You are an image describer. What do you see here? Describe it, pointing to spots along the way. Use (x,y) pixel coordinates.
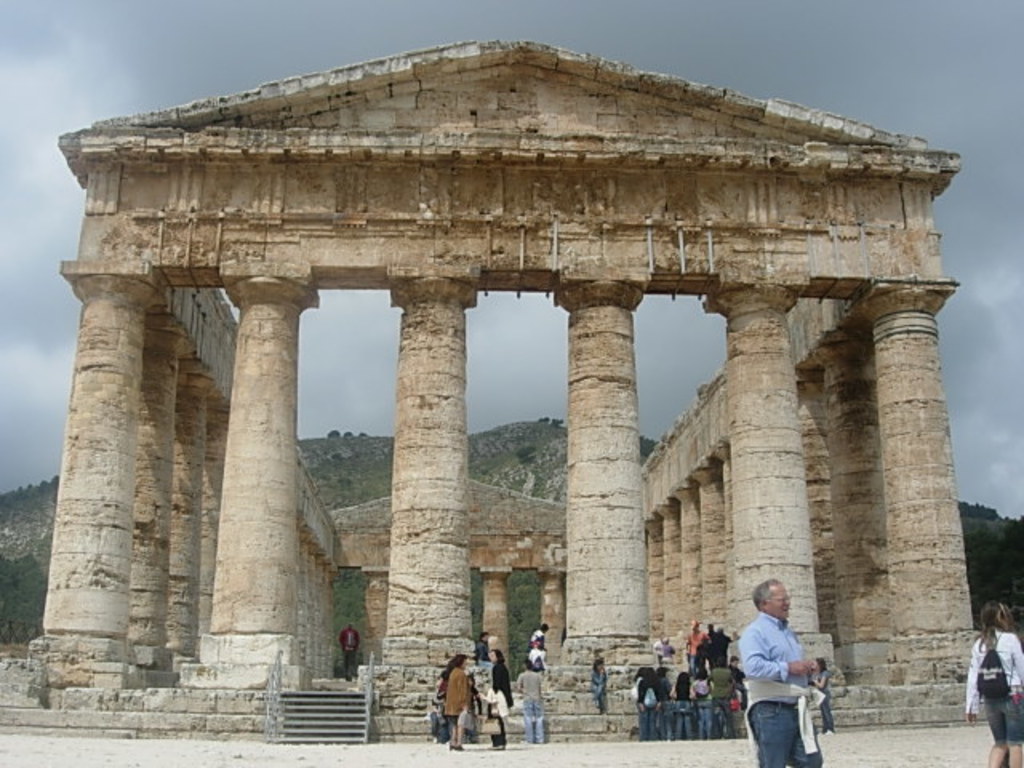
In this image, I can see an ancient building (271,569) with the pillars (496,582). There are groups of people (500,691) standing. In the background (342,569), there are hills (562,465) and the sky (21,203).
